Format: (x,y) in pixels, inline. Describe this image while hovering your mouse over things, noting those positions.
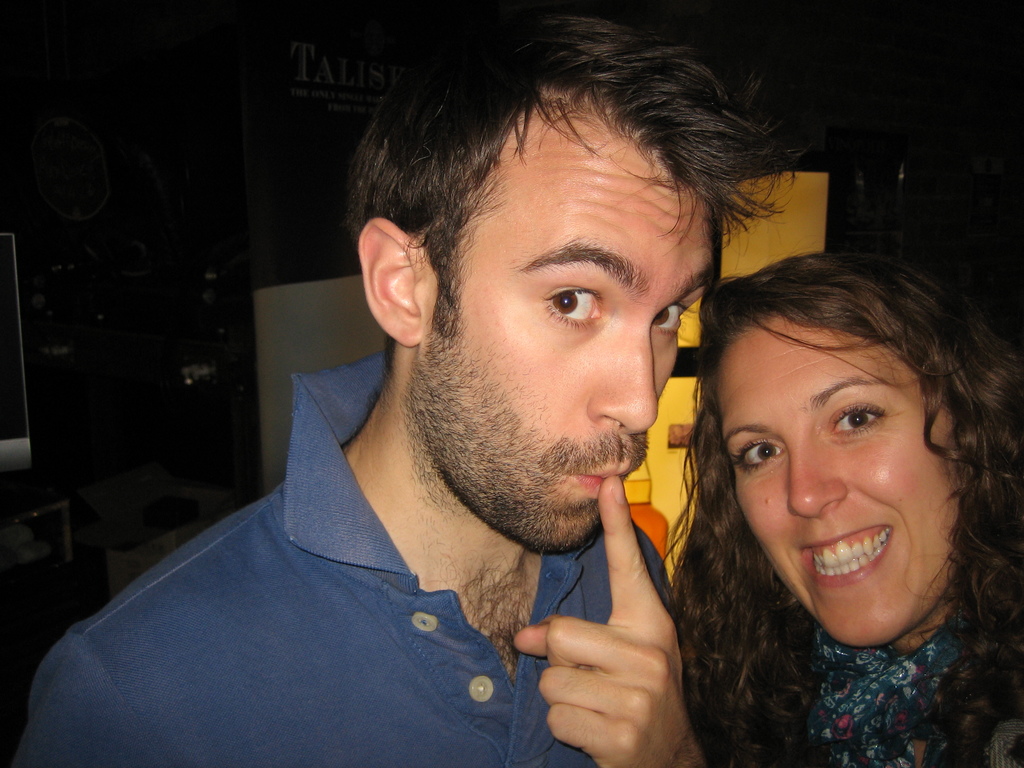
In the picture we can see a man (293,570) and a woman (766,570) are standing together and woman (885,440) is smiling and man (337,733) is keeping his finger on his mouth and the background (157,173) is not clear.
